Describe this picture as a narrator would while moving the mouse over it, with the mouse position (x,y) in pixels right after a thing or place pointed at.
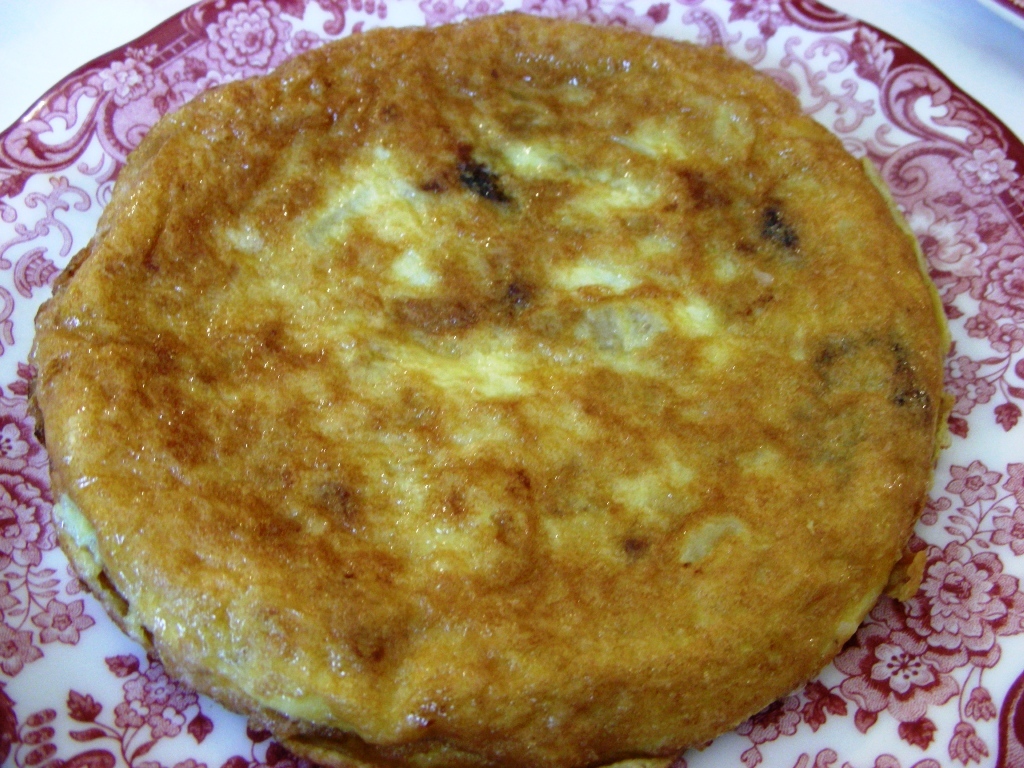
In the image I can see a plate (211,71) in which there is some food item (645,286).
